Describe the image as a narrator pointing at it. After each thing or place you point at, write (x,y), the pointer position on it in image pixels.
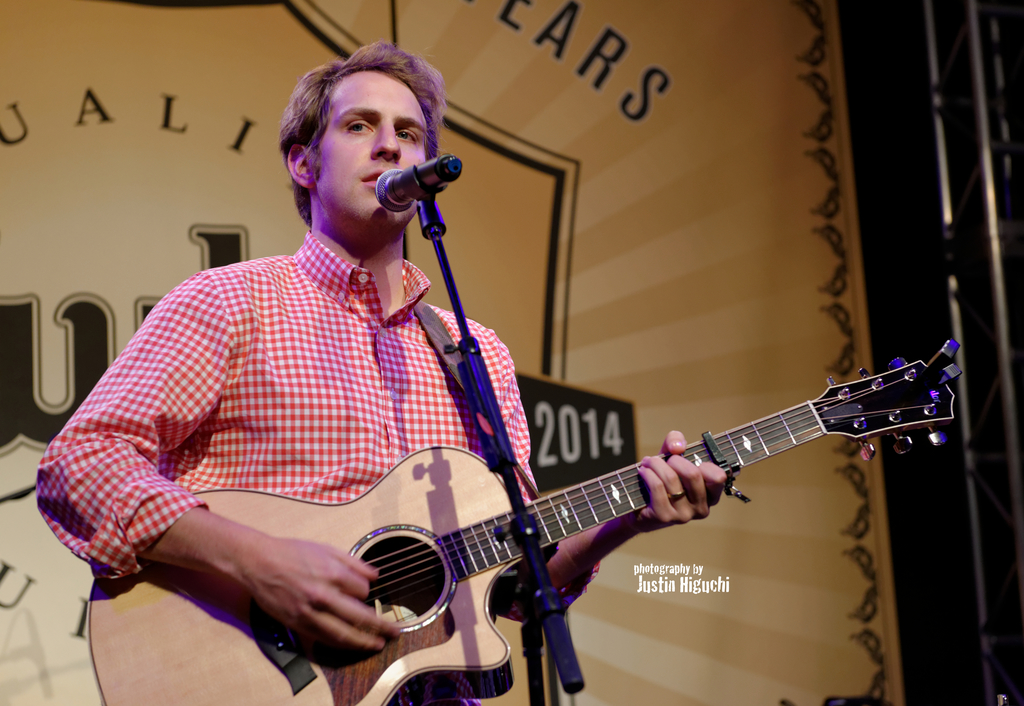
In the given image we can see that man (323,374) wearing a shirt (315,399) having a guitar (441,518) in his hands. This is a microphone (401,192). This is a watermark (708,577).
